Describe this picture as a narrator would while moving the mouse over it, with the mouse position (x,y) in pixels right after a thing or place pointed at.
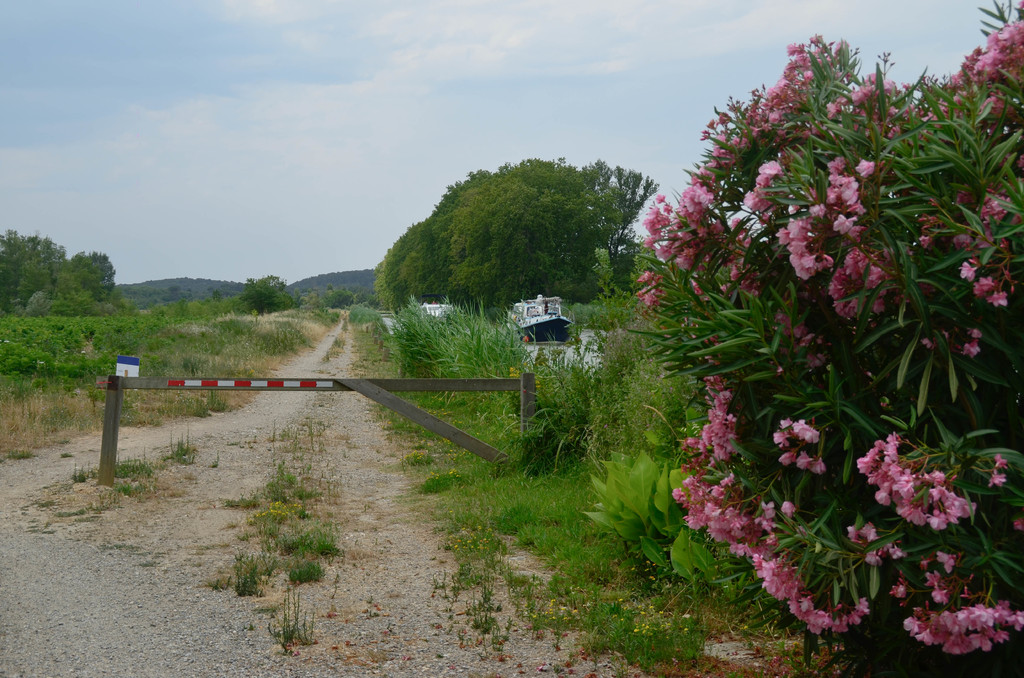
This image is taken outdoors. At the bottom of the image (396,568) there is a ground (511,616) with grass (579,562) on it. In the middle of the image (532,410) there is an iron bar (107,440). In the background (91,273) there are a few trees (65,270) and plants (608,298) and there are two ships (524,325). On the right side of the image (765,312) there is a plant (703,388) with beautiful pink colored flowers (763,551). At the top of the image (160,162) there is a sky (380,237) with clouds (509,58).
